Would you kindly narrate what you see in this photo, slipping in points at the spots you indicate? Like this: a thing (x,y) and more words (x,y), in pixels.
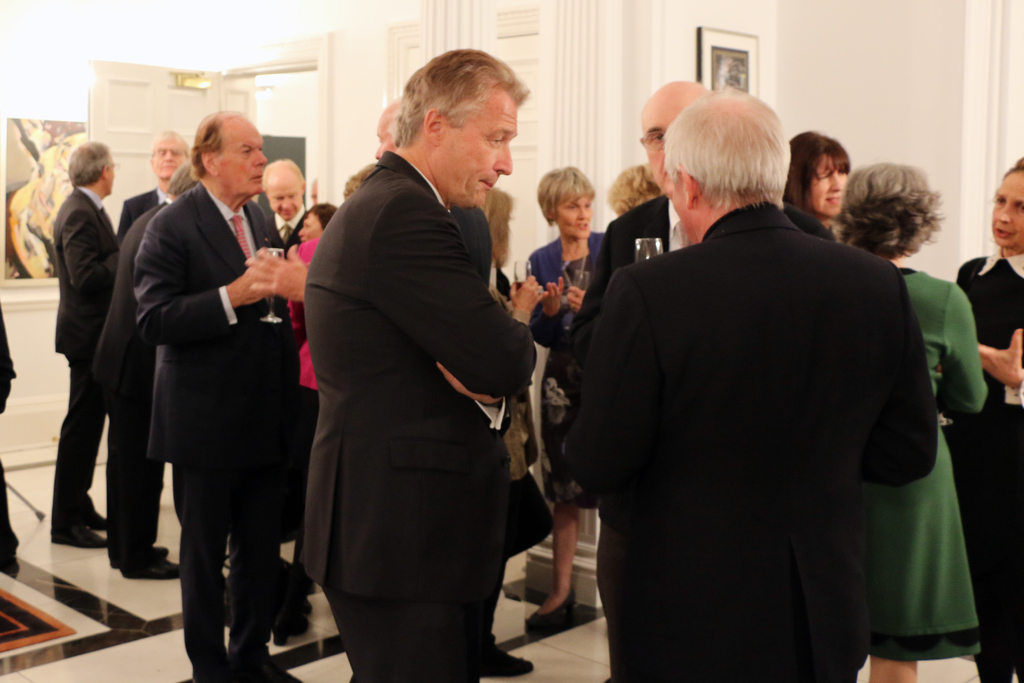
In this image there are a group of people (201,324) who are standing and some of them are holding some glasses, and some of them are talking with each other. In the background (302,153) there are some photo frames (25,174) on the wall (824,48) and there is a door (153,112) and wall (299,36), at the bottom (86,604) there is floor (504,621).
